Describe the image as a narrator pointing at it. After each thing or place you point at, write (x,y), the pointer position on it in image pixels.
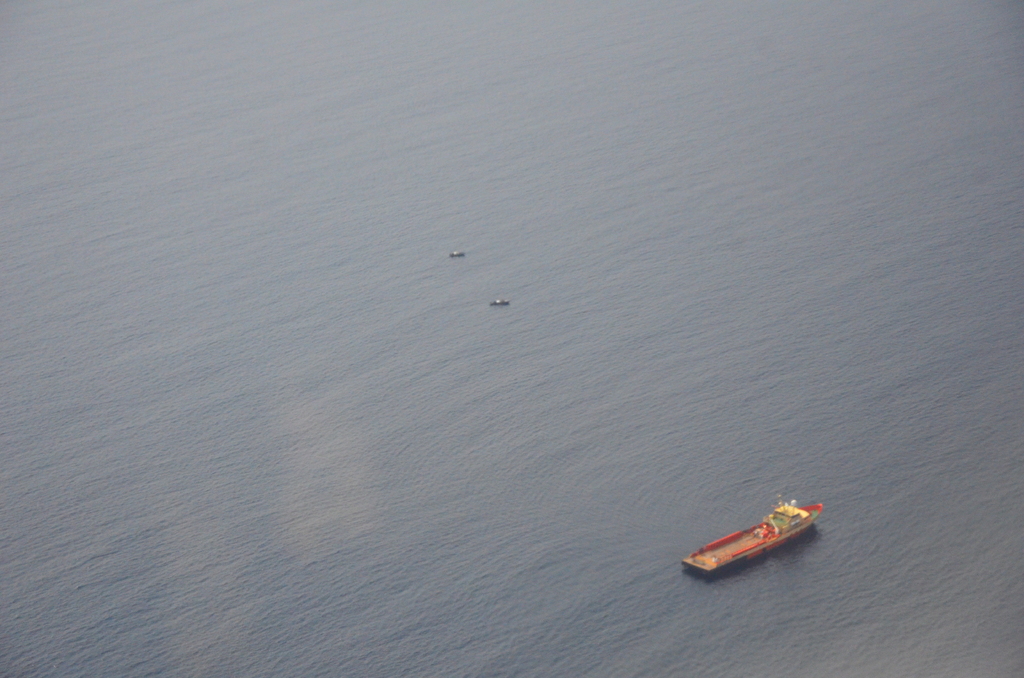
In this picture there is a boat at the bottom side of the image (738,527) and there is water (663,82) around the area of the image.
